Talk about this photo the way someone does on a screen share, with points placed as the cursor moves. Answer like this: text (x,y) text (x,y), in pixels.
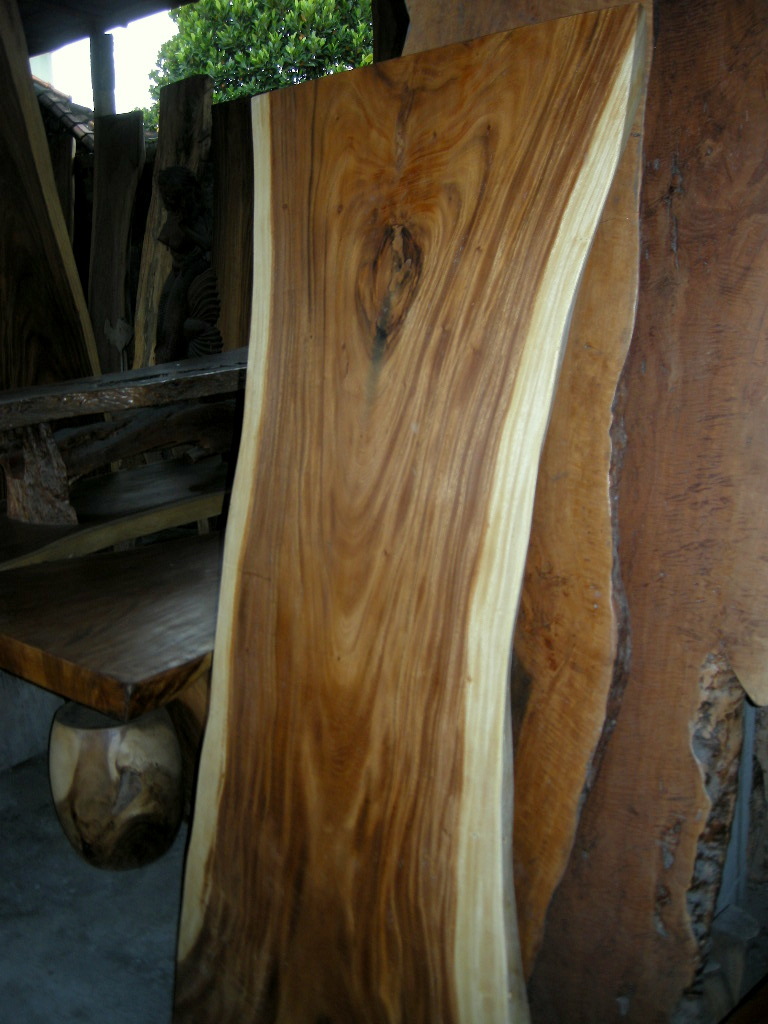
In the picture I can see some wooden planks (13,164) are placed in one place, behind we can see tree (186,48).
